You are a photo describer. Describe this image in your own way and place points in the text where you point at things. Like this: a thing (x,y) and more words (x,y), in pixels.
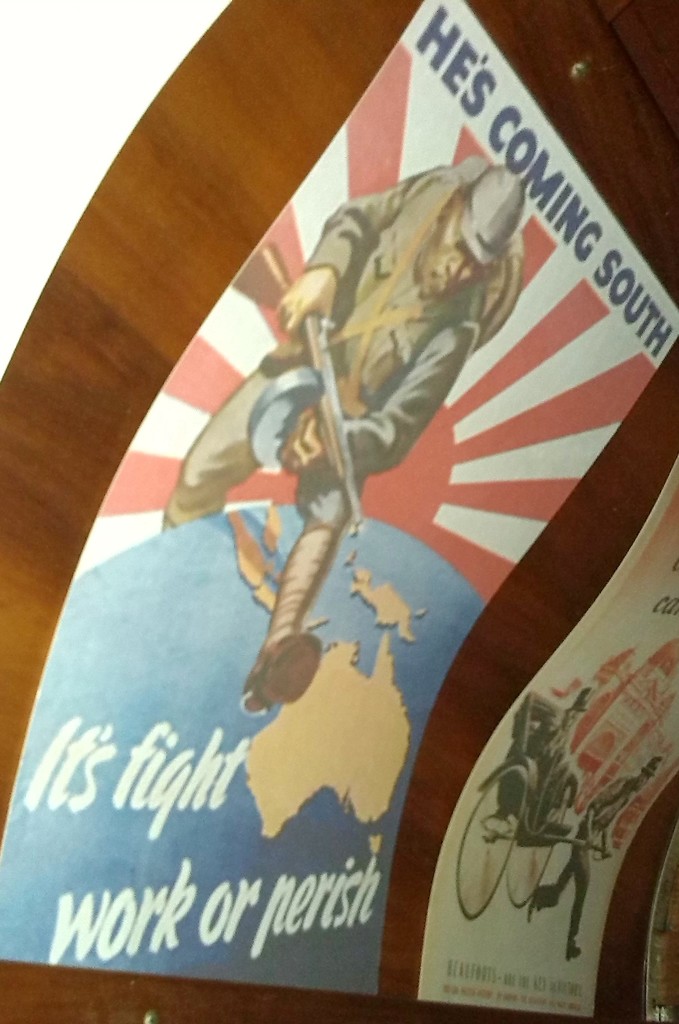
In this image, we can see posters (511,423) on wooden surface (58,383) contains depiction of persons (540,736) and some text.
